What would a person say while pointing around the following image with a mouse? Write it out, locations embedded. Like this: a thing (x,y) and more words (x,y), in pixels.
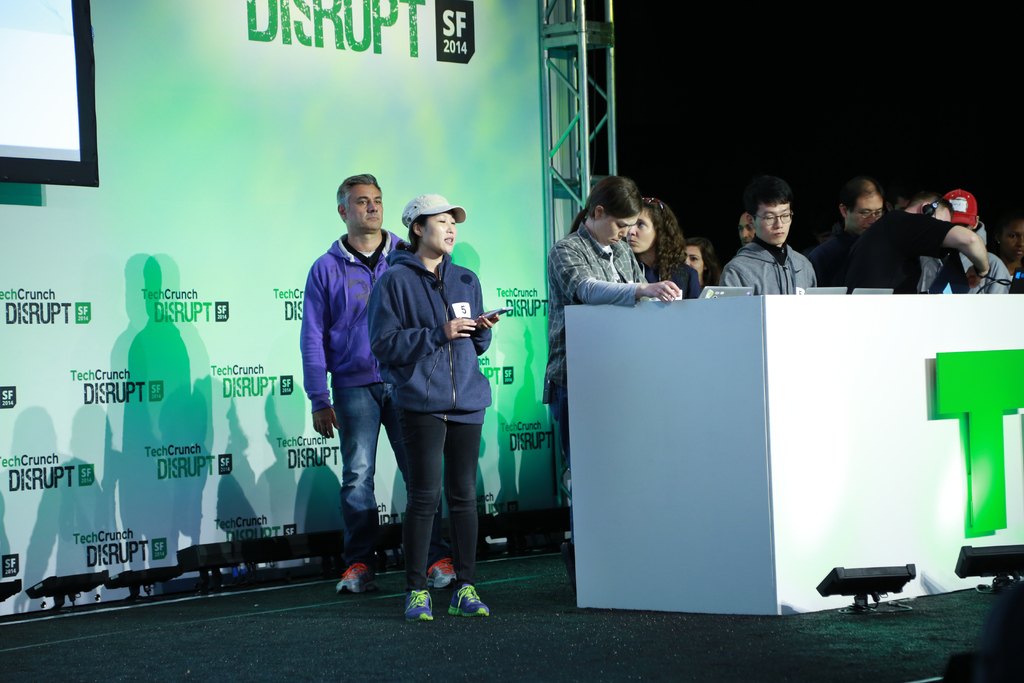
There are few persons (668,241) standing and there is a table (726,324) in front of them which has few laptops (812,291) placed on it and there is a banner (255,133) behind them which has something written on it.
